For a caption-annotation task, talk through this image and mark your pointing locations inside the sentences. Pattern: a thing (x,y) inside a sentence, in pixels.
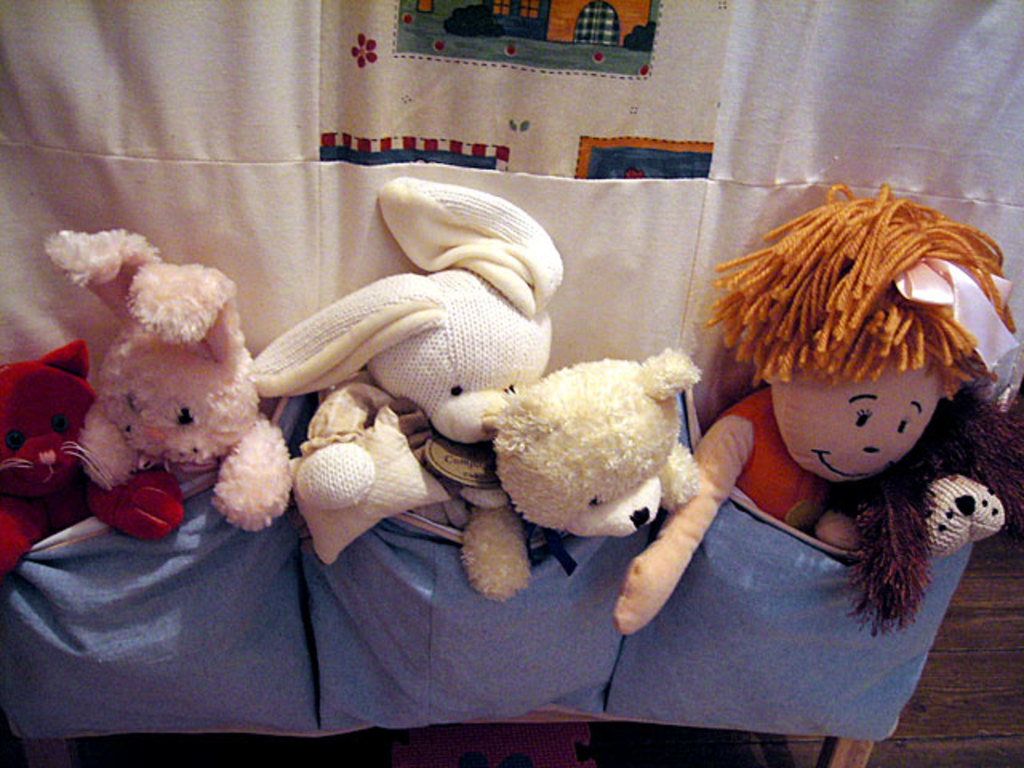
In this picture I can see toys (512,447) in the pockets (486,617) of white color cloth (342,270).
